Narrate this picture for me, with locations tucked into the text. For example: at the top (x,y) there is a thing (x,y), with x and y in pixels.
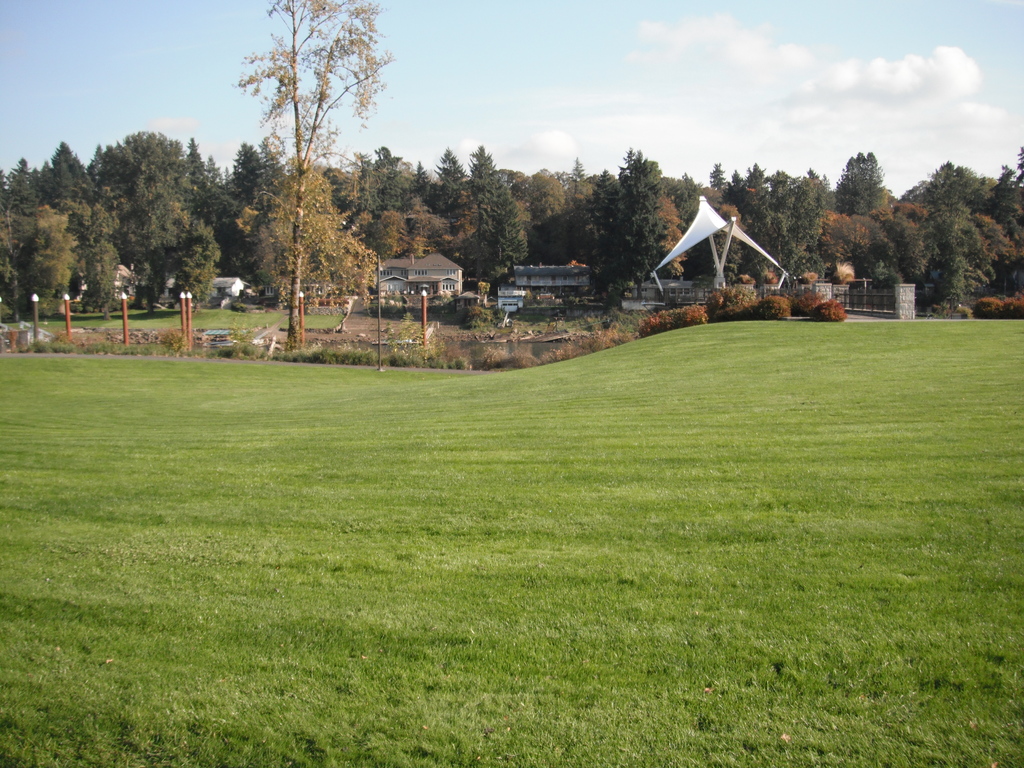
In this image I can see some grass (559,503), few plants (302,353), few poles (127,296) and few trees (318,248). In the background (400,282) I can see few buildings (436,267), a tent (720,264) which is white in color, the railing (890,306), few trees (787,249) and the sky (456,94).
